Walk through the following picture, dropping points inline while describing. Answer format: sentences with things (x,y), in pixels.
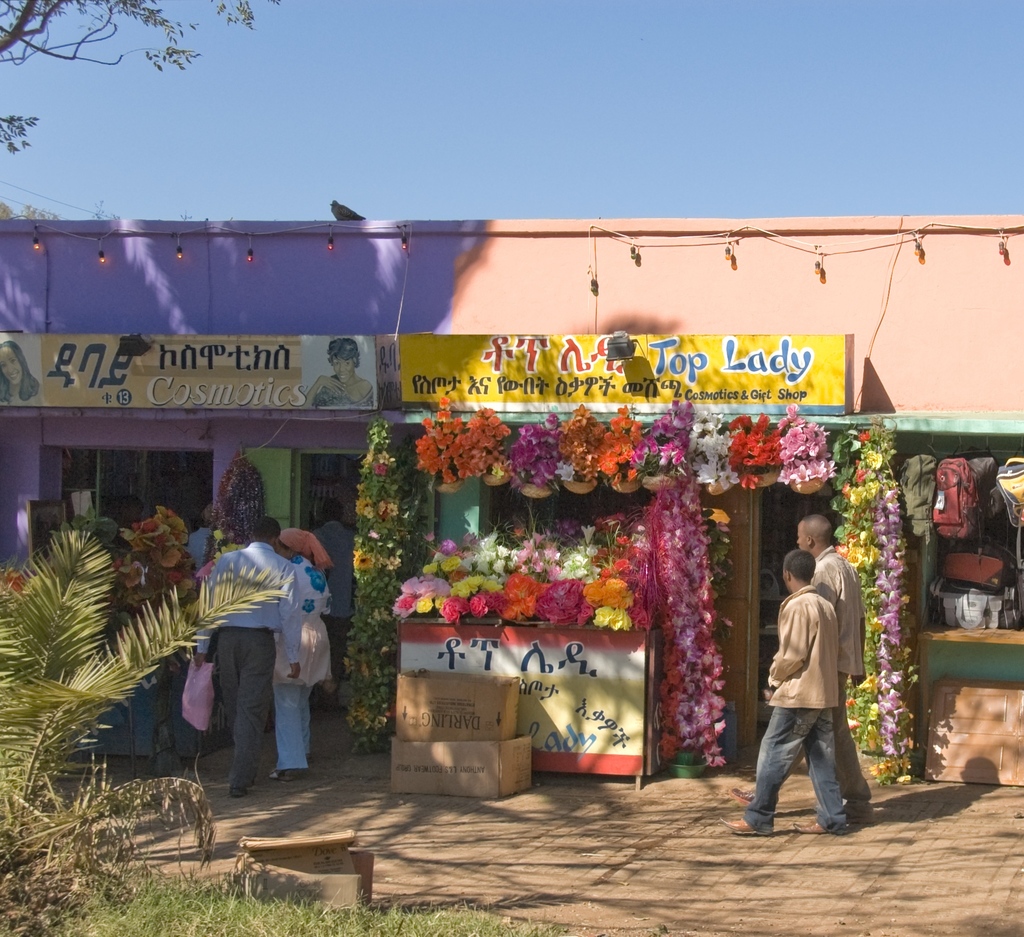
In this picture I can see a building (516,241), there are boards (586,362), there are shops (704,596), there are flower vases (893,439), bags (982,473), cardboard boxes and some other objects (967,762), there are group of people (844,728) standing, there are trees (37,48), and in the background (601,97) there is the sky (512,121).
